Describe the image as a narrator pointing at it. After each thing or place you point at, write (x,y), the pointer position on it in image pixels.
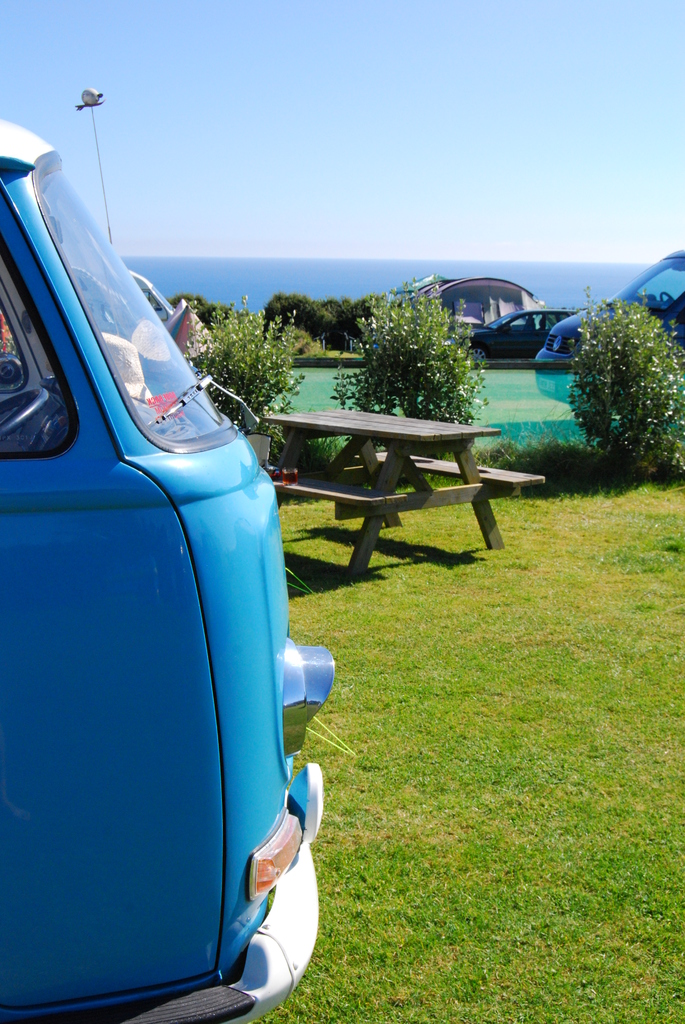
In the image on left side (77,476) we can see a van (115,549). In middle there is a bench (453,434) on right side (626,360) we can see few cars (569,340) and a plant (646,395) and sky (448,222) is on top (344,166) at bottom (519,937) there is a grass (448,912).
